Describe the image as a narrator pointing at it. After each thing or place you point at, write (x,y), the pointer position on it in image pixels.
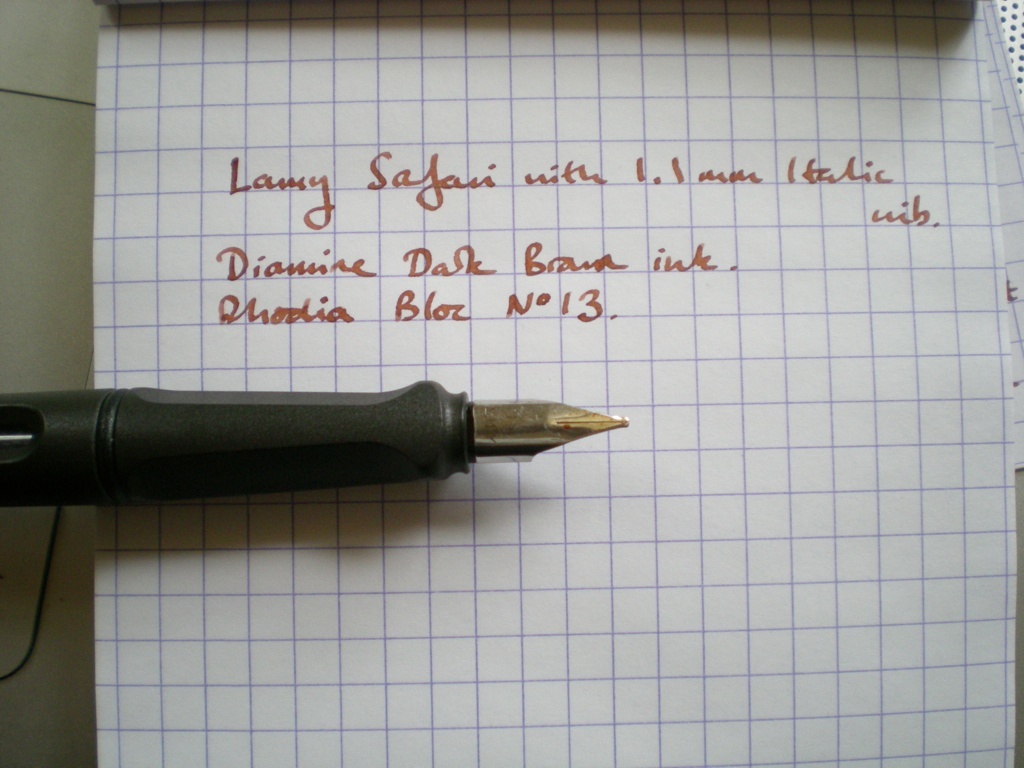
In this image we can see some text (730,180) on the paper (516,230), also we can see a pen (208,426).
